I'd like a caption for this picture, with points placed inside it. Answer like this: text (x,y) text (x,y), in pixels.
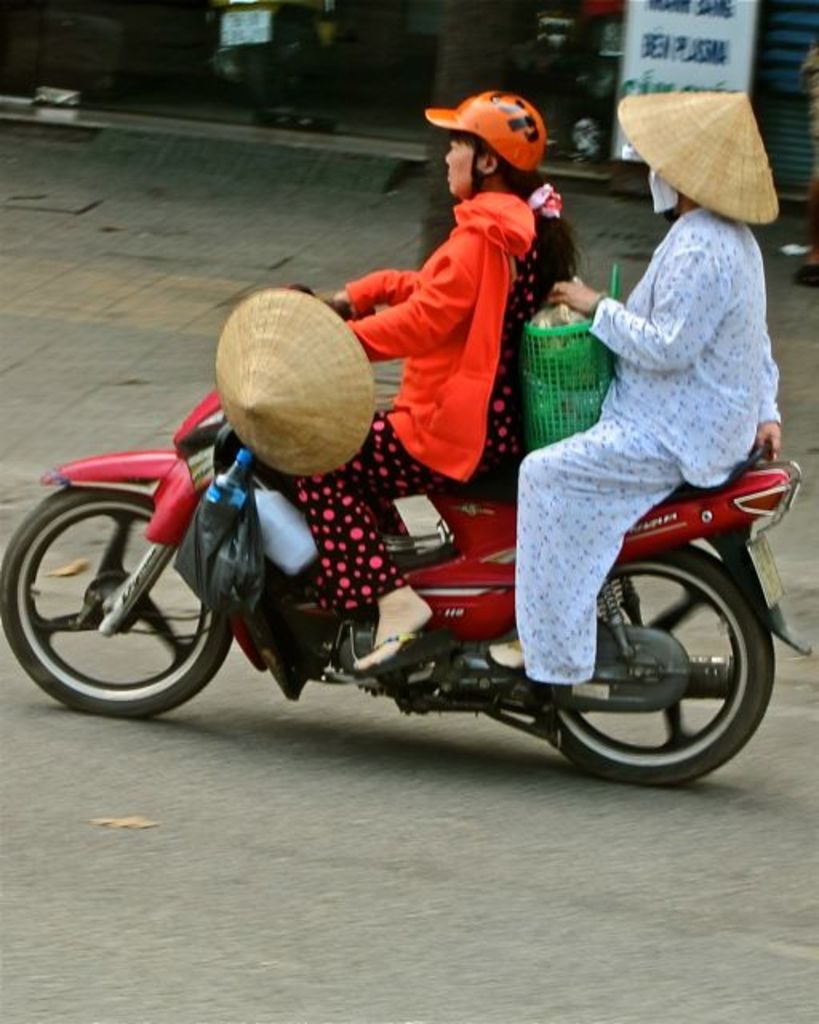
As we can see in the image there are two people (537,669) sitting on motorcycle (487,582) and there is a road (328,919) over here.
